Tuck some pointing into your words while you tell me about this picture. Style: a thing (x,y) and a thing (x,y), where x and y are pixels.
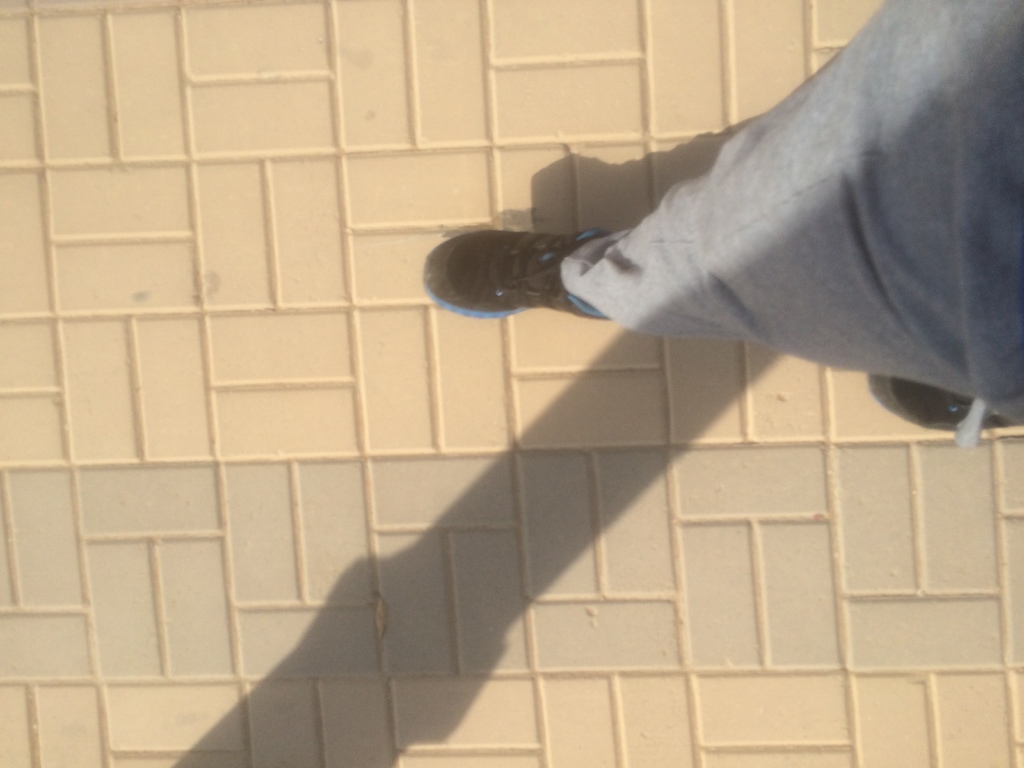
In this picture we can see a person (570,246) on the path (259,626). There is a shadow (405,669) of a person (1003,281) on this path (74,218).
